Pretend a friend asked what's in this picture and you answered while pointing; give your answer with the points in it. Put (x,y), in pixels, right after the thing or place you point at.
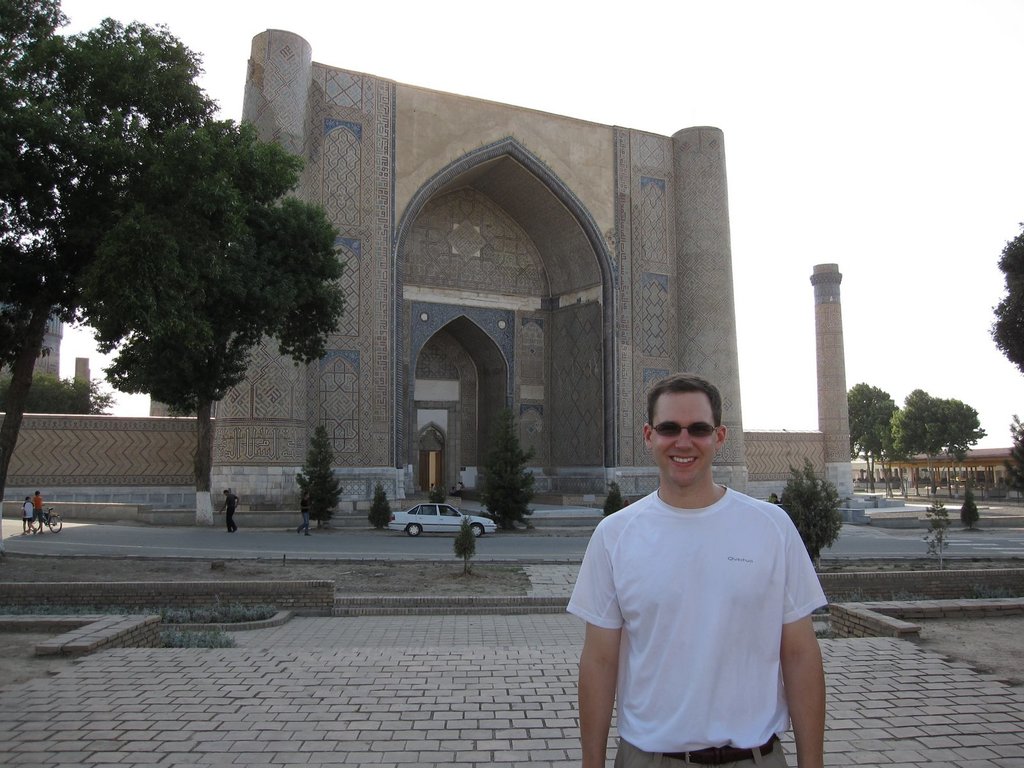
In the picture we can see a man (596,712) standing, he is with a white T-shirt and smiling and behind him, to the left hand side (151,160) we can see a tree (133,159) and road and on it we can see some children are standing and beside them we can see a car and behind it we can see a historical gate way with a wall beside it and a pillar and beside it we can see some trees (892,451) and houses (963,471) and in the background (751,276) we can see the sky (772,202).
